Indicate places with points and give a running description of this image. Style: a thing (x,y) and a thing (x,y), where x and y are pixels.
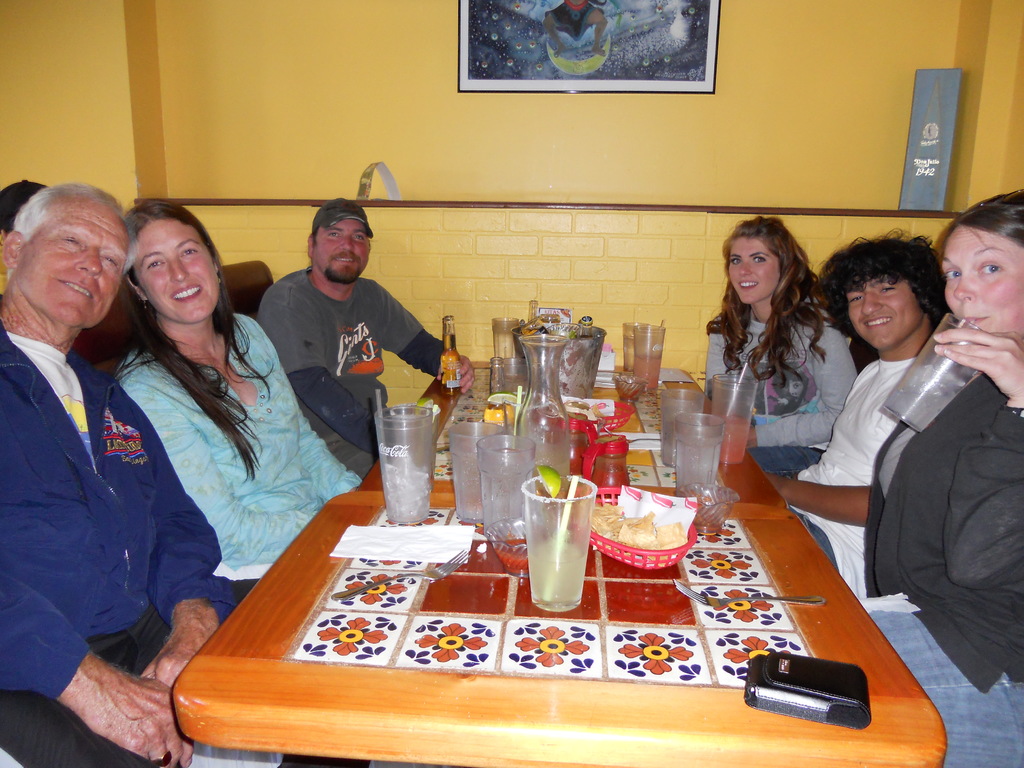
In this image I can see six people (946,493) sitting around the dining table (383,715). on the table (500,594) there is a glass (464,447), bottle (446,376), fork (411,576), some tissues (425,542) and a mobile (791,694) also I can see some bowls (713,509). On the left of this image (56,591) there is a man (43,577) sitting who's wearing blue shirt (37,546). Beside this person (130,513) there is a woman (209,462) wearing blue shirt (234,463). Behind the women (227,477) there is a man (365,337) wearing black t-shirt (325,322) and cap (338,209) on his head (329,249). On the right side of this image (935,540) there is a woman (975,438) having some drink (938,394) with a glass (934,388). Beside this woman (898,454) there is a boy (870,427) wearing a white t-shirt (860,394). Here is a woman (792,340) wearing a t-shirt (800,387), sitting beside the wall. Here I can see a frame (601,48).
